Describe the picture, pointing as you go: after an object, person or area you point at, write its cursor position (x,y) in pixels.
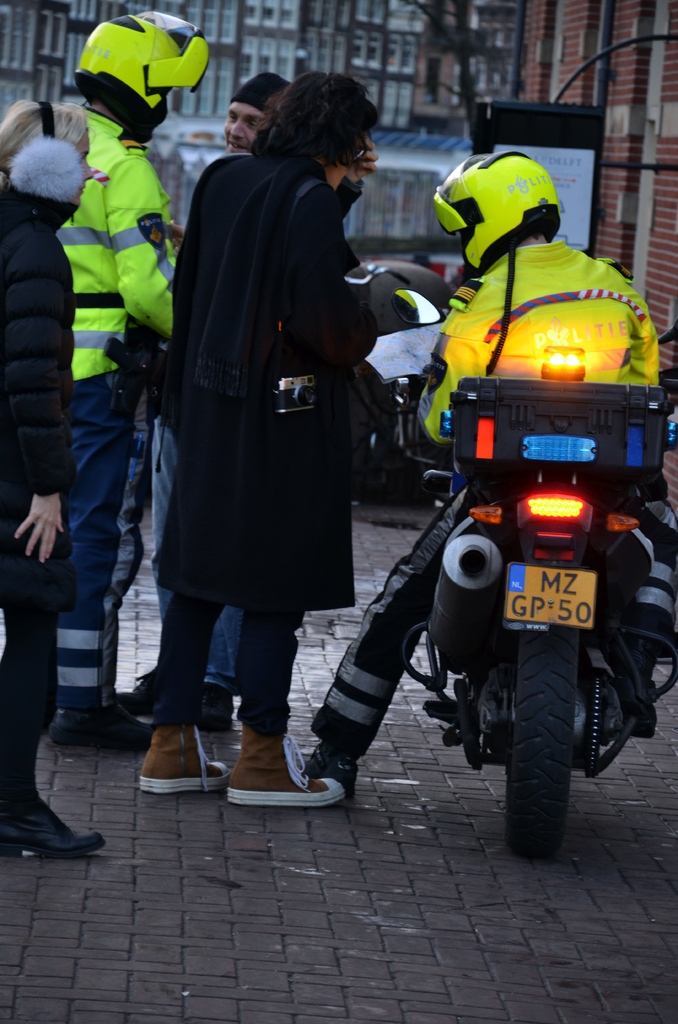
In the picture I can see people (259,358) among them a person (531,373) sitting on a bike (553,441) and wearing a helmet (507,207) and some are standing on the ground (168,807). In the background (375,131) I can see buildings (416,101) and some other objects (412,189).
